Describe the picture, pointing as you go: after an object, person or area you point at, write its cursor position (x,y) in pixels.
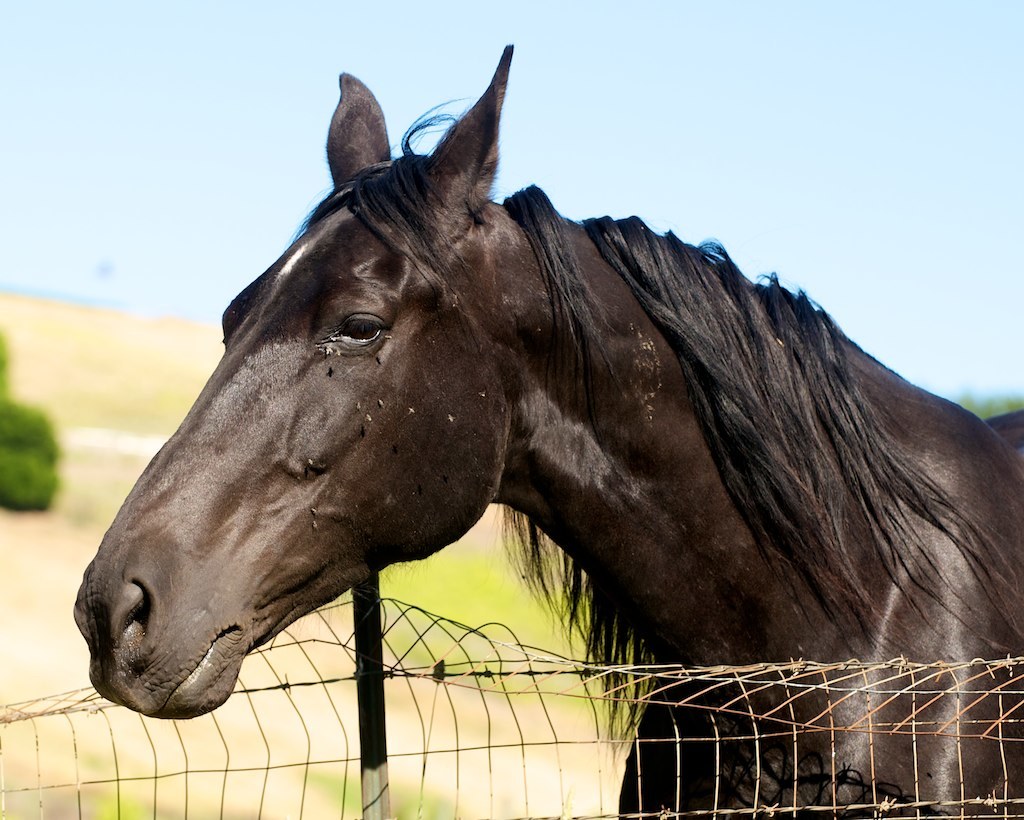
In this image we can see a black color horse (542,451), fencing (592,703), plants (34,488), also we can see the sky (722,143), and the background (54,488) is blurred.
